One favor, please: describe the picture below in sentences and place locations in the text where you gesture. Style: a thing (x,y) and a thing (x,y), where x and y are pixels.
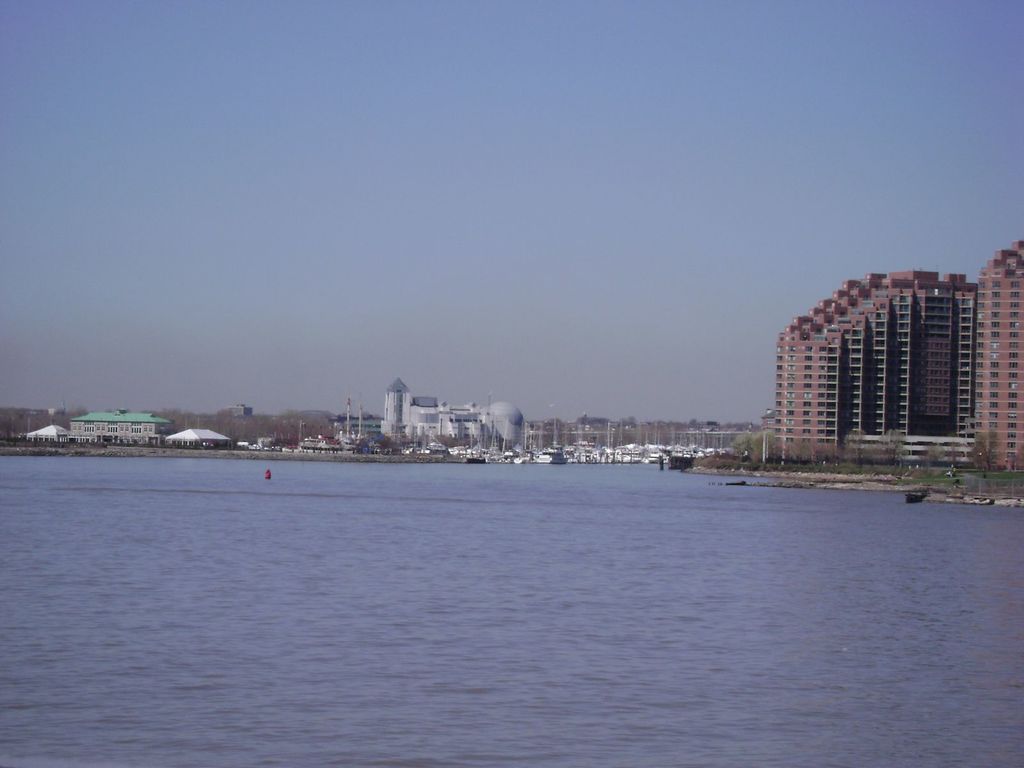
In this image I can see buildings (794,400), boats (544,439) on water (473,557) and trees (772,451). In the background (407,258) I can see the sky (382,247).
